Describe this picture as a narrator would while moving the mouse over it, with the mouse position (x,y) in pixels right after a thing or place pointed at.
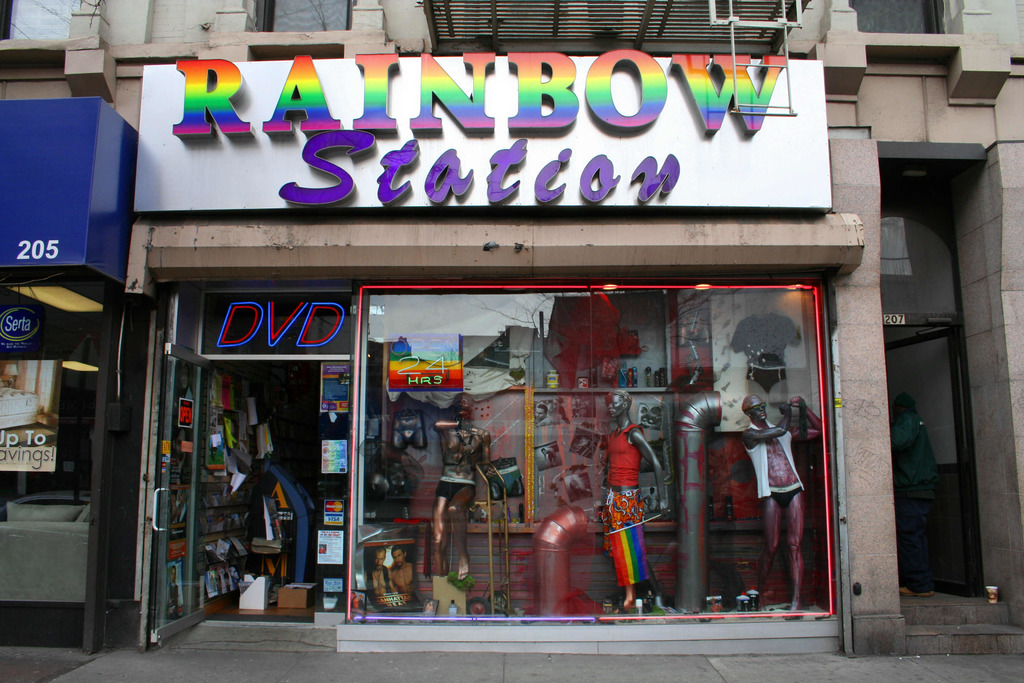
In this image we can see the stall (387,335). And we can see the glass wall (533,468). And we can see a door (178,479). And we can see some written text (392,179) on the board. And we can see some objects (218,441) in the stall (664,337). And we can see one person (918,420) on the right (915,445).
